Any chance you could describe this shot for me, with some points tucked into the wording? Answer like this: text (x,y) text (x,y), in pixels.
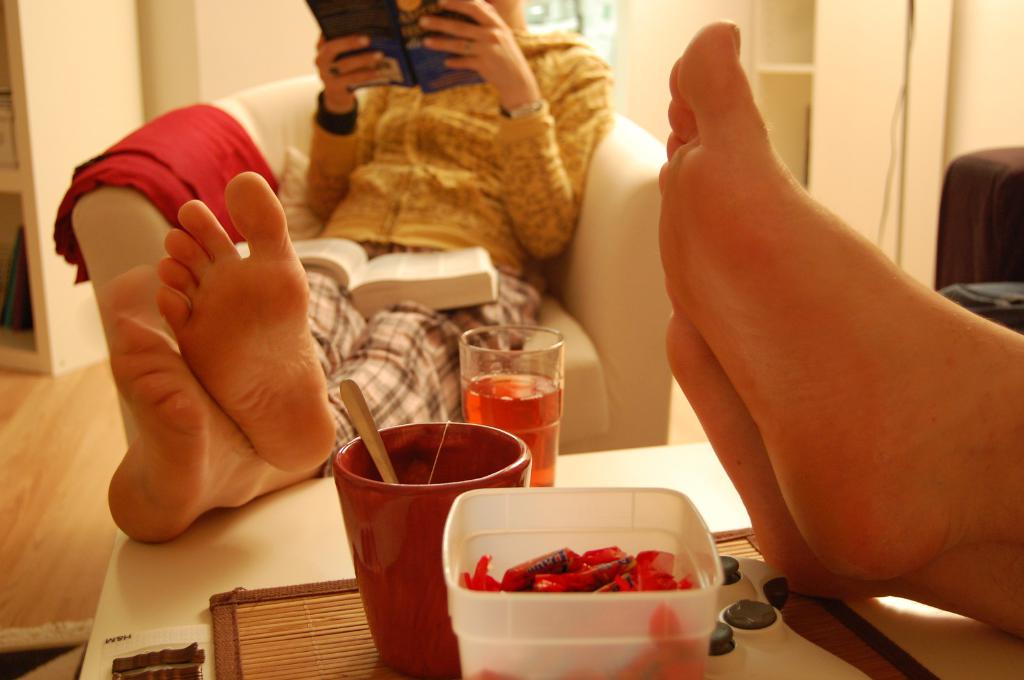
In the picture I can see a person (394,376) sitting on the sofa (151,219) and the person (523,94) is holding a book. There is another book (350,274). I can see a red cloth (192,162) on the sofa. I can see a wooden table (199,544) on the floor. I can see a glass (535,436) of juice (558,432), a cup (401,560) and chocolate bowl (634,632) are kept on the table (401,676). I can see the legs (838,386) of a person (802,397) on the table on the right side (829,400). I can see the wooden drawer (40,87) on the floor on the top left side (77,135).
